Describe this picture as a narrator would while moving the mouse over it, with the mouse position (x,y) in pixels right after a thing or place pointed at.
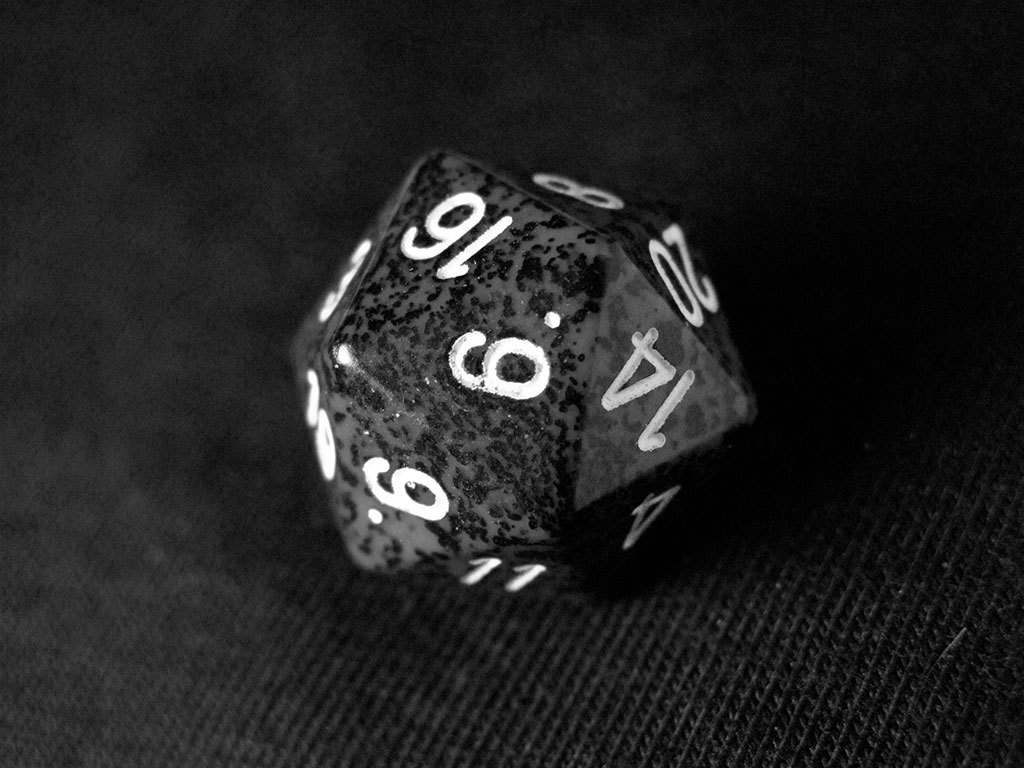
This is a black and white image. At the bottom (394,710) there is a black color object (567,625) which seems like a mat (144,624). In the middle of the image (401,340) there is a dice (485,486) on which I can see the numbers (660,438).
